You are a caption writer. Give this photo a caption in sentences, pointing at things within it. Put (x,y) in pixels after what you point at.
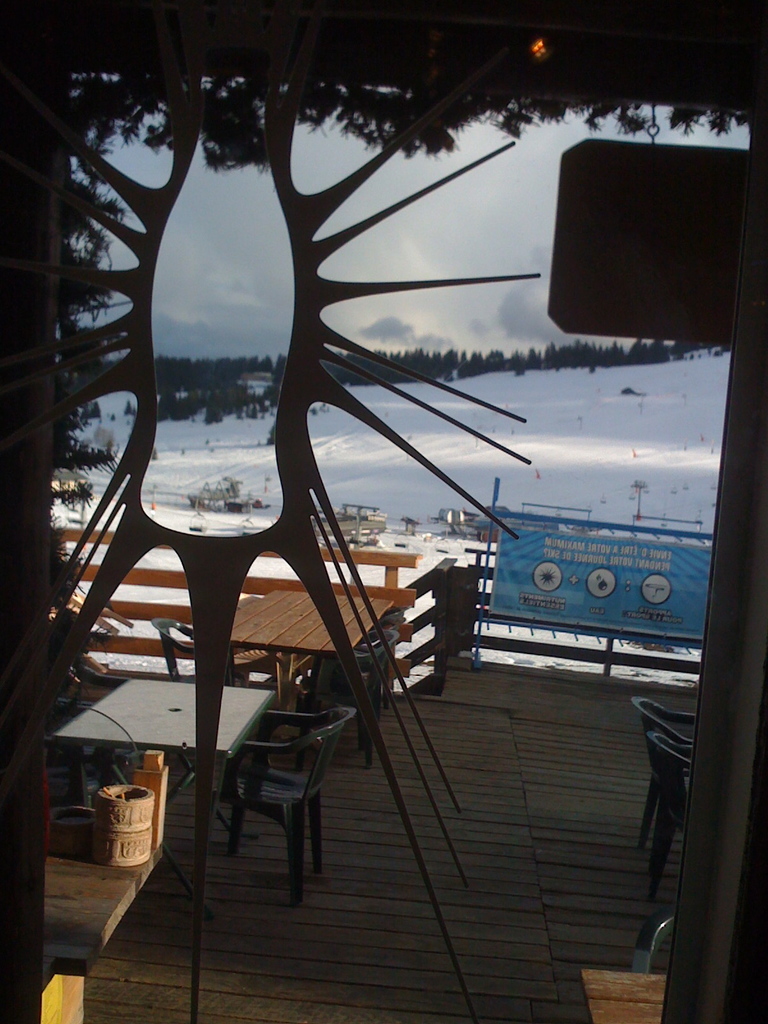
The picture is captured from inside a door (739,655) and outside the door (215,600) there are many tables (147,699) and chairs (319,855) and behind them there is a land (239,437) covered with a lot of snow (325,438) and in the background (193,364) there are plenty of trees (554,362).
